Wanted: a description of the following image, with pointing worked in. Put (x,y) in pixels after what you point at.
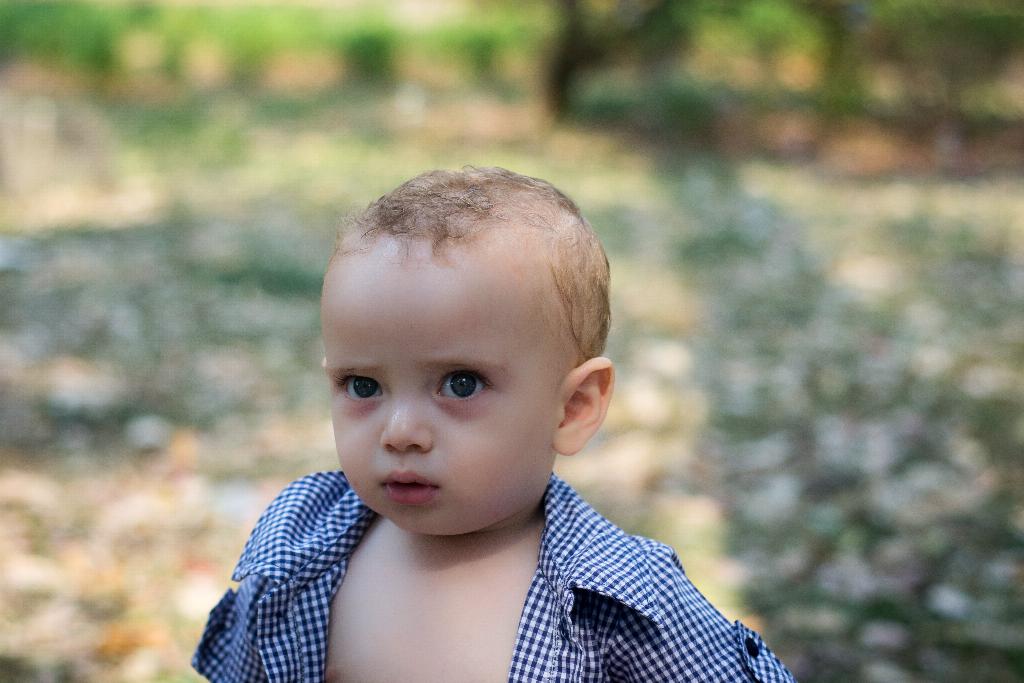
There is a small boy (424,280) in the center of the image (393,299) and the background (887,506) is blurry.
